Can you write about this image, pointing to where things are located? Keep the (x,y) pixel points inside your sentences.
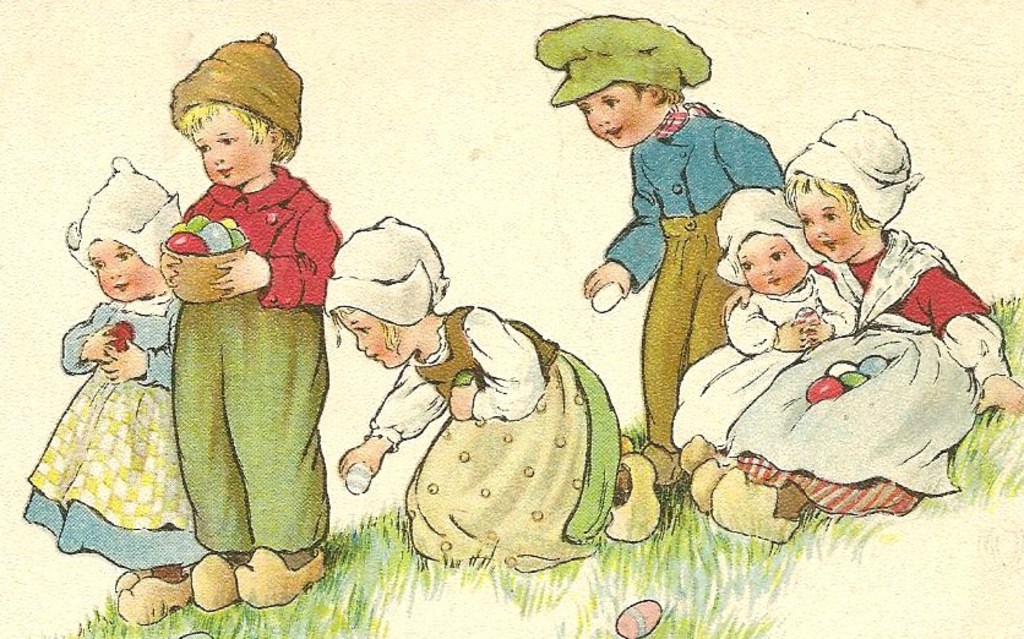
Here we can see a painting (745,479). This is grass (619,569) and there are kids (390,338). And he is holding a bowl (215,280) with his hands (257,278).
